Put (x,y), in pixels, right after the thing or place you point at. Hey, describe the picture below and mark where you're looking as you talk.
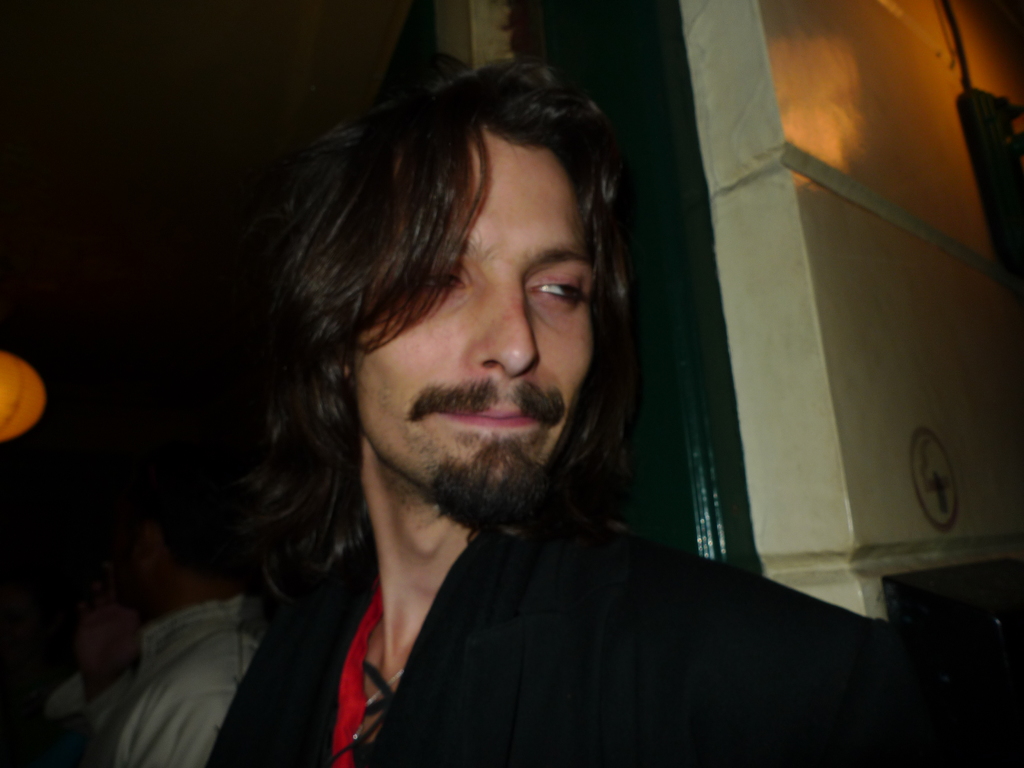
In the foreground of this image (433,537), there is a man (518,510) behind him, there is a wall (796,419). In the background (177,558), there are people (107,604) in the dark and the lantern (3,424) on the left (48,409).
